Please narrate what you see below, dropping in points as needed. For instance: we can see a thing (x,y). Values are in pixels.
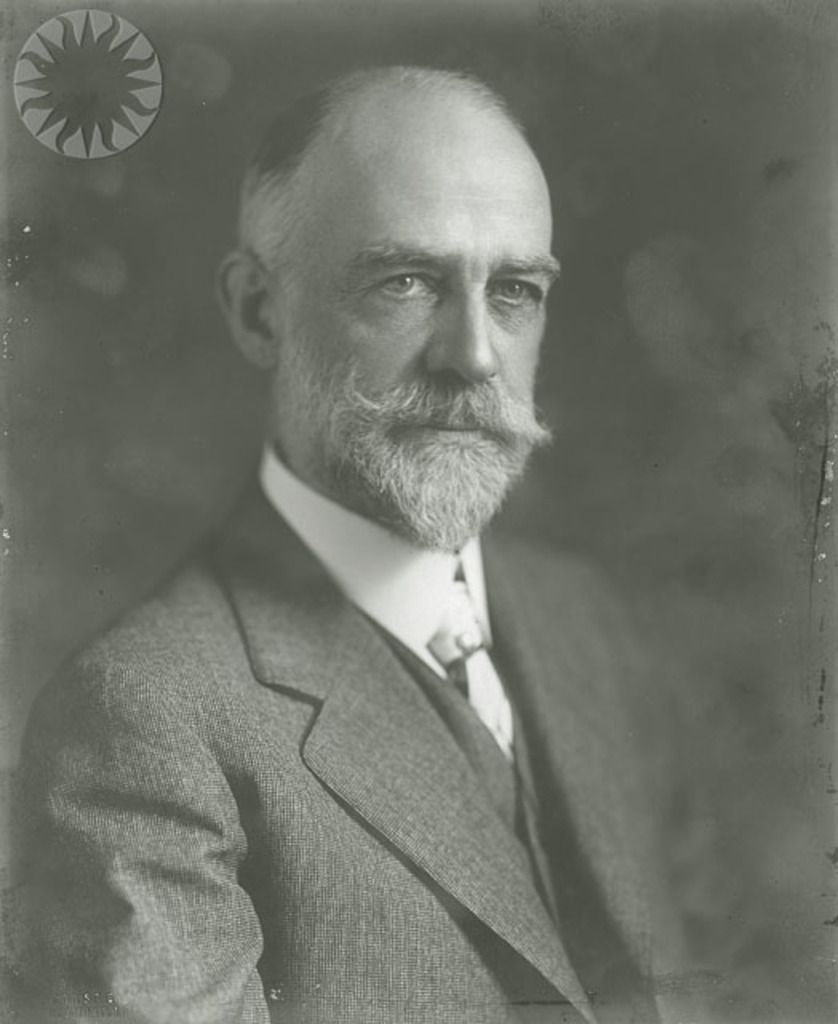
In this image I can see a person (340,456) and logo (96,71). In the background (87,519) it is dark.
